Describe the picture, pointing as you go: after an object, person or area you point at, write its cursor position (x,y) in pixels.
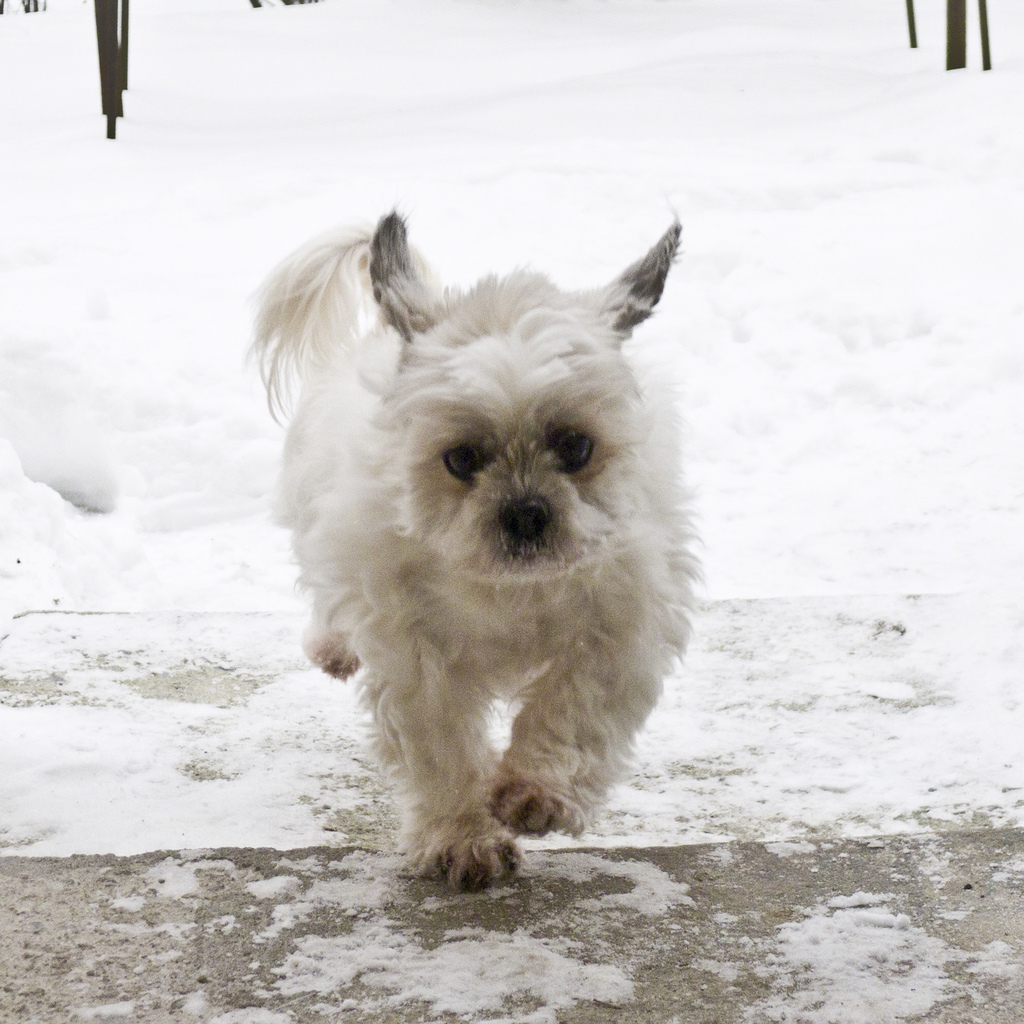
In this picture we can see an animal (322,603) on the ground (341,788), snow (92,805) and in the background (961,53) we can see some objects (119,51).
